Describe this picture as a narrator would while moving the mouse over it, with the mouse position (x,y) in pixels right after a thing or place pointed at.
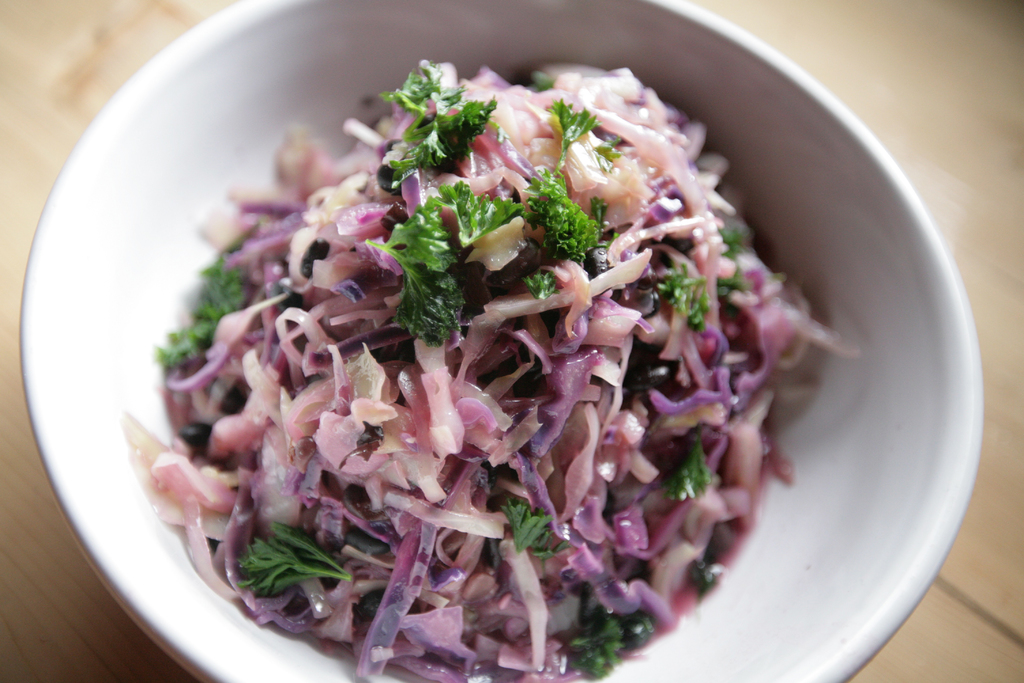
In this image there is some food item (334,315) kept in a white color bowl (159,433) as we can see in middle of this image (543,253) and there is a floor (820,41) in the background (78,106).
